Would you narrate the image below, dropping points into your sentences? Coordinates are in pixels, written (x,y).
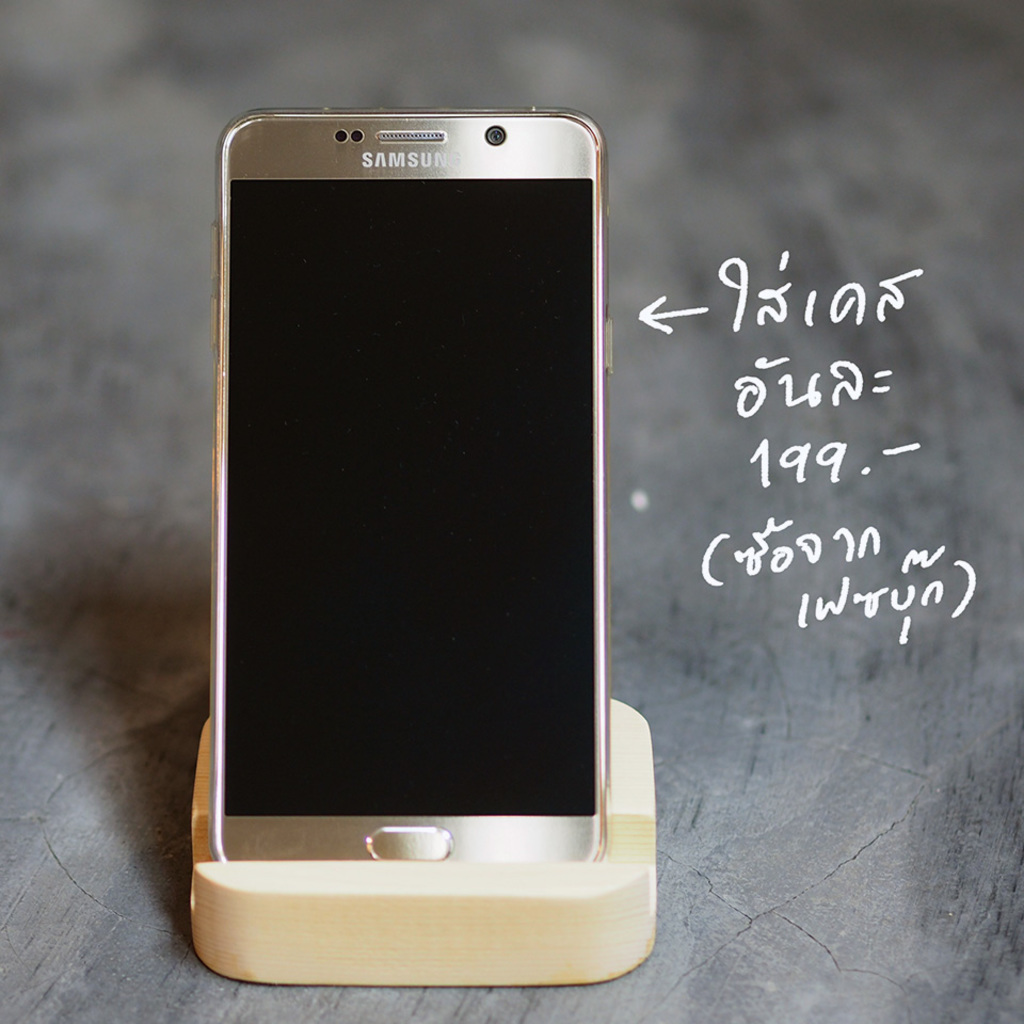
In this image in front (549,461) there is a cell phone (402,520) placed on the cell phone stand (296,937). On the right side of the image (776,457) there is some text (826,530). At the bottom of the image (795,889) there is a floor (887,886).
